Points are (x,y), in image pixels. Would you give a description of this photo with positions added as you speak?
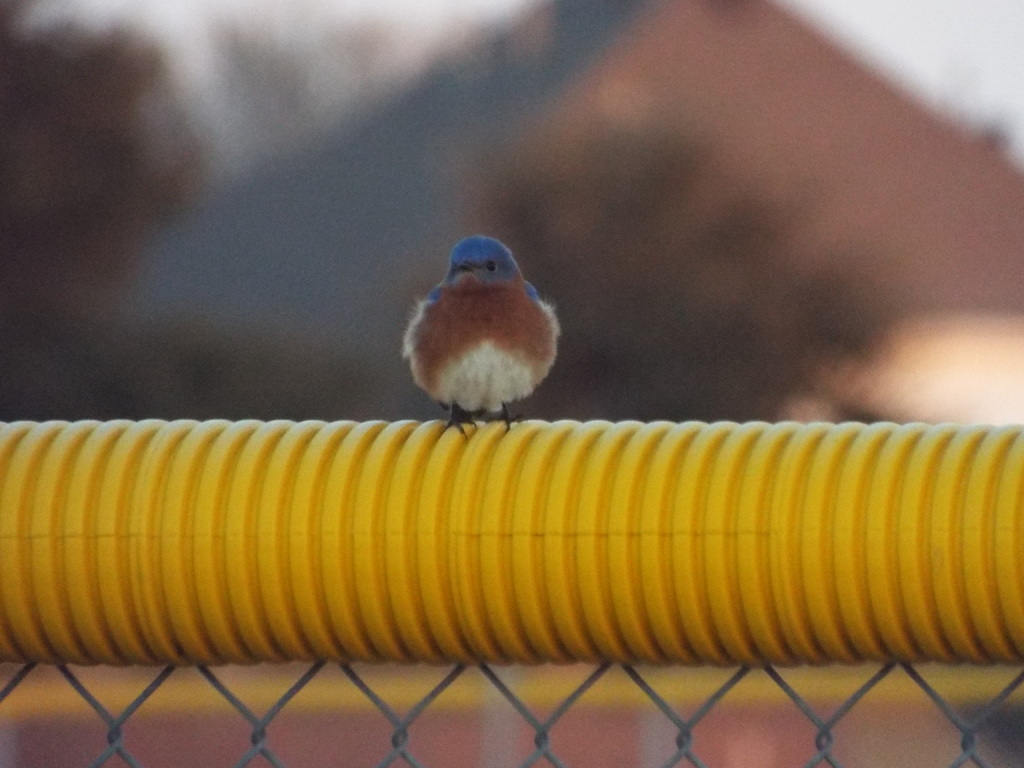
In this image I can see a bird (479,371) is sitting on a yellow color object (497,522). The background of the image (381,208) is blurred.
